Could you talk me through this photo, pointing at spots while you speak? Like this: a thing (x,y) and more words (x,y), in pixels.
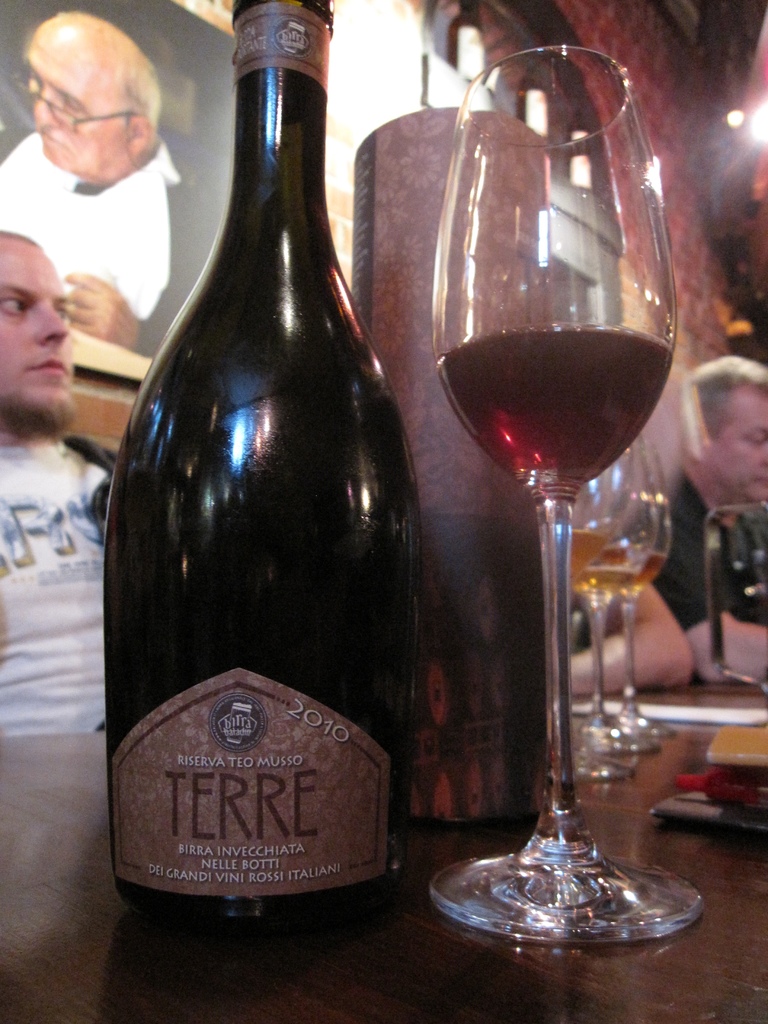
In this image we can see few drinking glasses (556,676) on the table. There are few objects (745,786) on the table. There is a photo (155,87) on the wall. There is a person (60,645) at the left side of the image (44,607). There are few people (606,653) at the right side of the image (618,648). There is a light (764,133) at the right side of the image (755,123). There is a bottle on the table (610,821).
